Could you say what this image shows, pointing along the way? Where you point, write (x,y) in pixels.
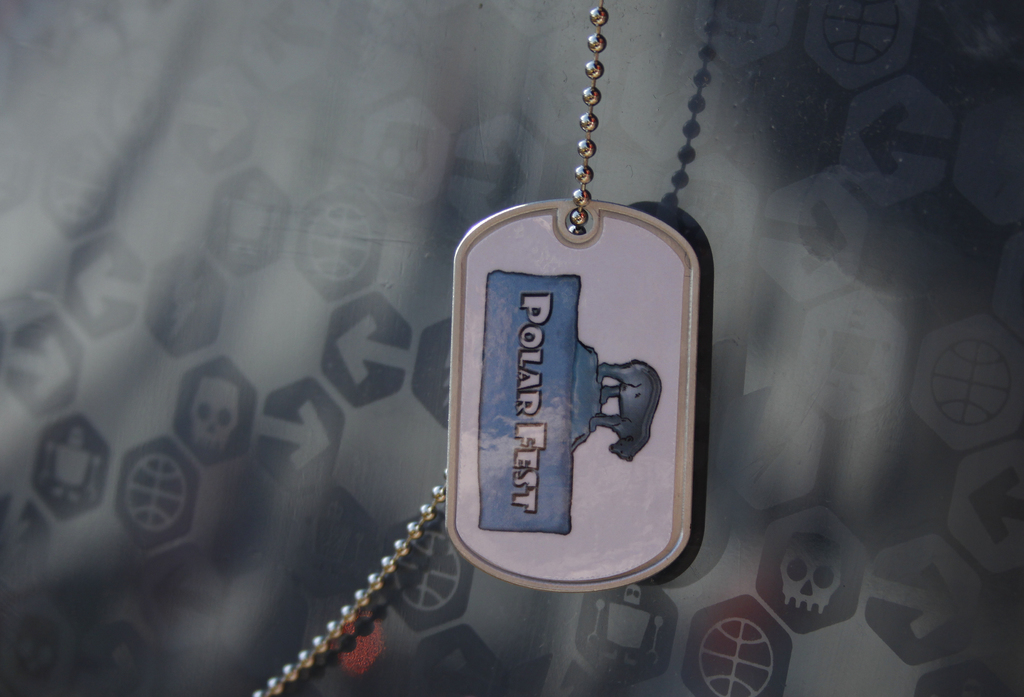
In this image there is a locket (594,255) of a polar bear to a chain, and in the background (434,275) there are symbols (343,368) of skulls (220,383), robots (251,227), arrows (49,368), balls (158,520).
